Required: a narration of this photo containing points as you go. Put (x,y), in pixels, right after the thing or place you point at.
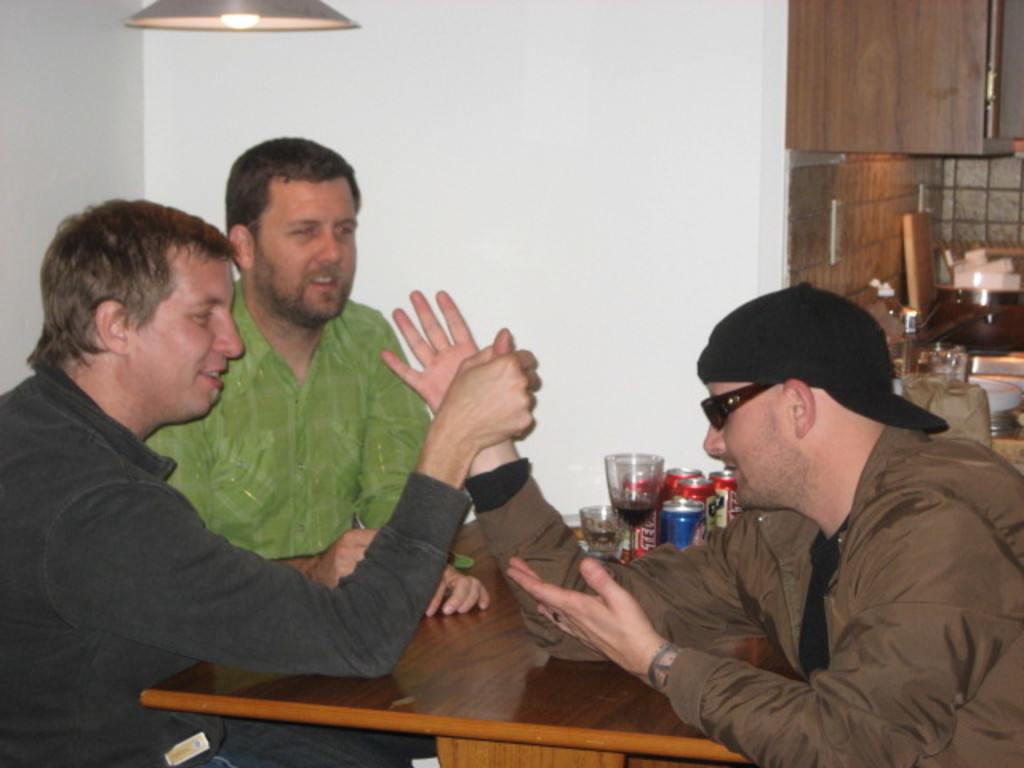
In this image there is a table (474,732) in the bottom of this image (526,702) and there are some objects (662,509) kept on it. there are three person (228,481) sitting around to this table (475,654). There is a white color wall (513,168) in the background (465,155). There is a lamp (255,17) on the top of this image (269,18) and there are some objects (947,301) kept on the right side of this image (959,328).
